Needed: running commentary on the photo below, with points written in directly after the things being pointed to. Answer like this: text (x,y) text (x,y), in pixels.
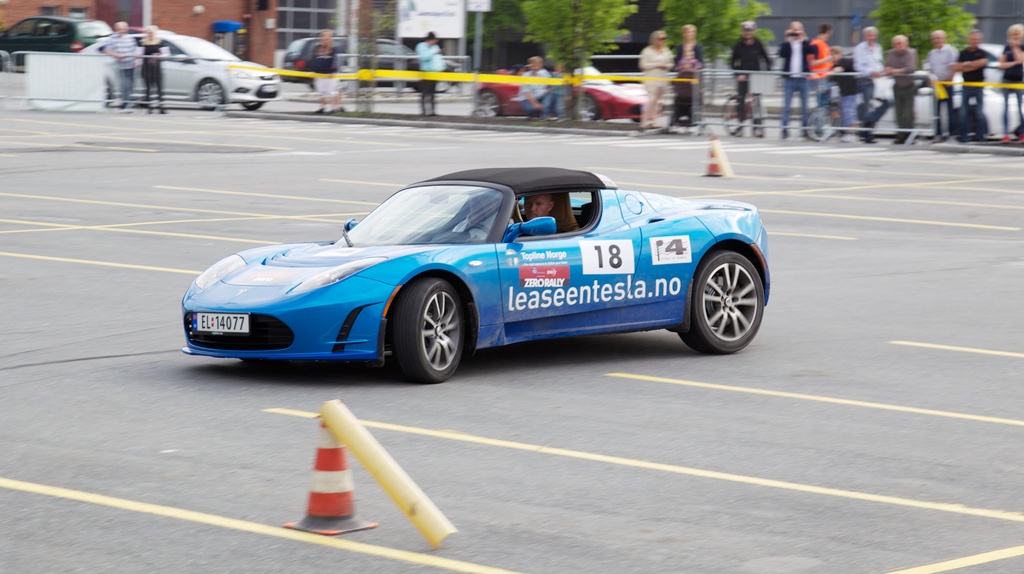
In this image in the center (574,283) there is one car (523,250), and in the car (510,229) there are two persons (493,229) sitting and at the bottom (323,468) there is a barricade (326,448). And in the background (971,78) there are group of people (858,79) standing, and there are some cars (207,67), barricades (80,75), tape (439,75) and some cycles (819,100), trees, buildings (204,26), poles (475,44), boards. At the bottom (87,502) there is road (887,225).
